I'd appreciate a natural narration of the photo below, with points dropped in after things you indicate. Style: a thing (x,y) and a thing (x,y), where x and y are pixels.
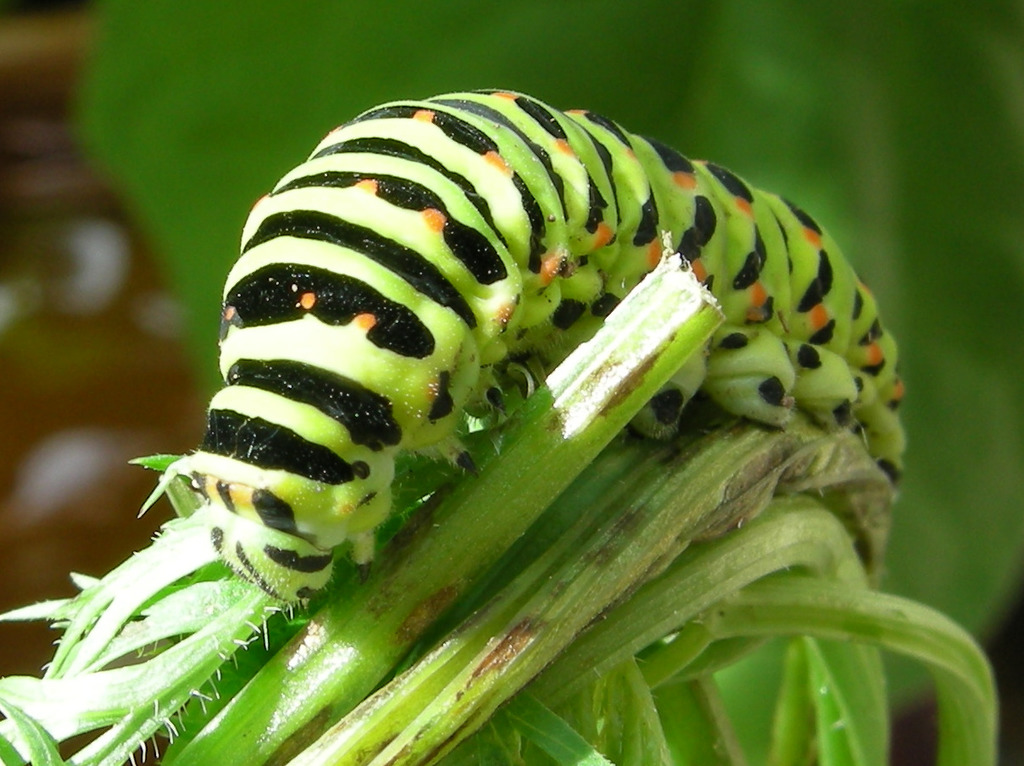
In the image there is a caterpillar (622,228) crawling on the grass (534,659).
